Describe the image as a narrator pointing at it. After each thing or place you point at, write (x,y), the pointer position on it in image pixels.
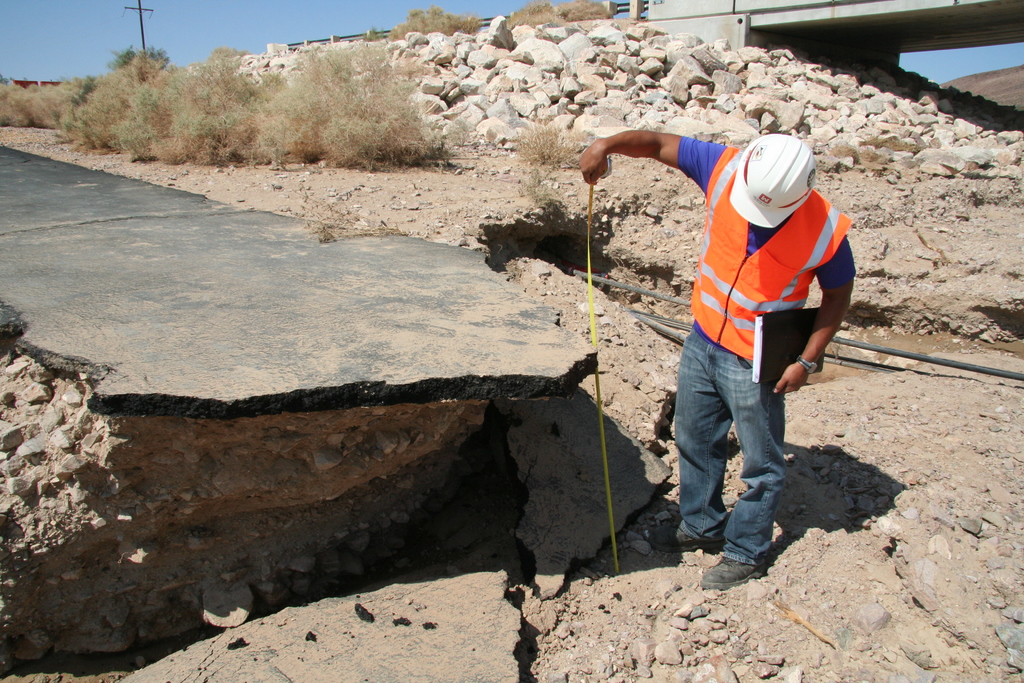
In this image we can see a person (712,280) wearing helmet (747,196) and watch (812,364) is holding a book (764,325) and a measuring tape (588,215). There are stones (550,43) and plants (298,77). Also there are pipes (868,362). In the background (204,49) there is sky (151,38). And there is an electric pole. And there is a bridge (755,42).
